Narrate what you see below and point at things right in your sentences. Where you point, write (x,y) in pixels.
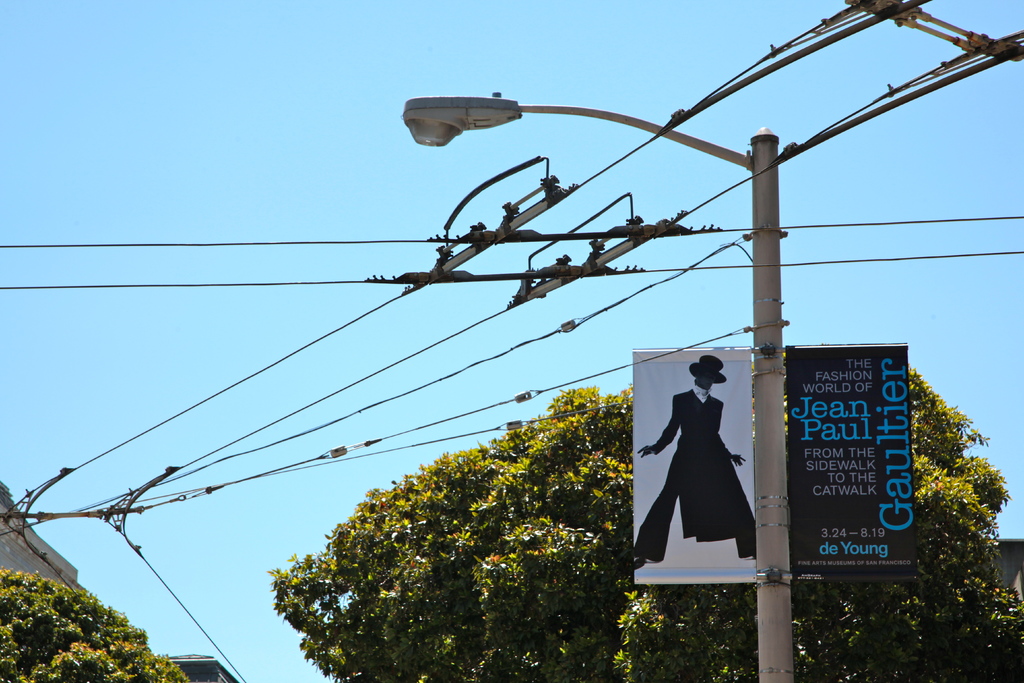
There are electrical lines (905,98), light (413,127) and hoardings (860,408) attached to the pole (764,572), which is near a tree (657,628). In the background (17,538), there is a building (53,563) near a tree (73,665) and there is a blue sky (128,280).
